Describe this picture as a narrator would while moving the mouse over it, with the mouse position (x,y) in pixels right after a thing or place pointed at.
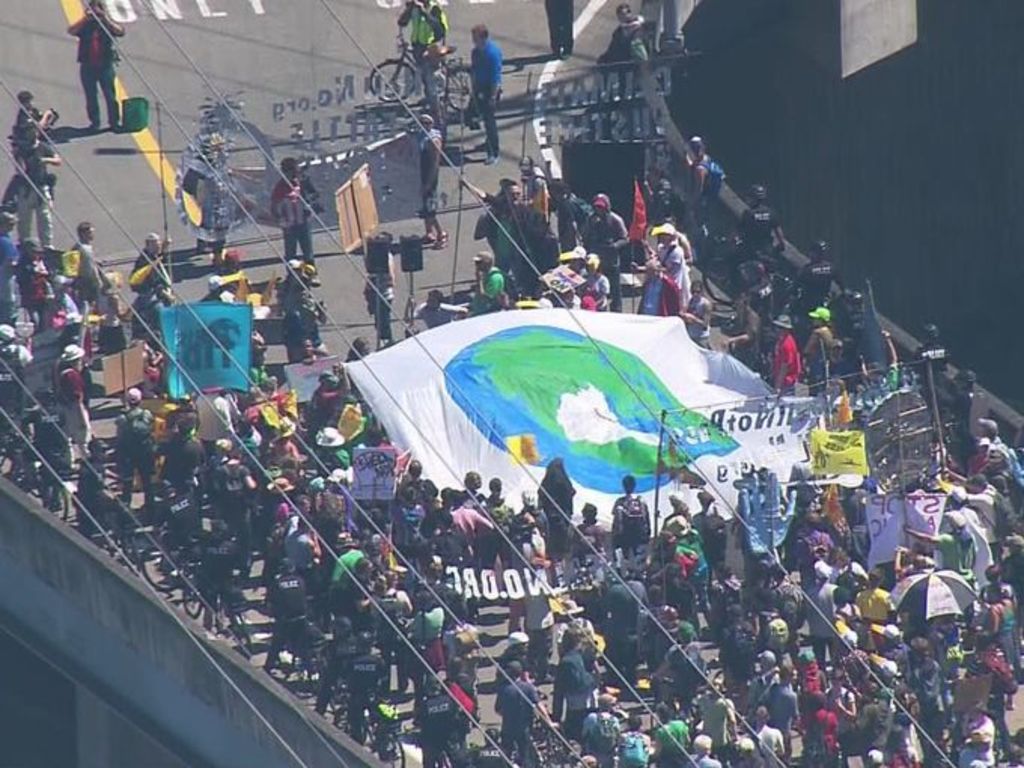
In this image I can see group of people (436,547) are standing on the road (470,279) among them some are holding some objects (290,399) in their hands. Here I can see a bicycle (458,86) and other objects (614,95) on the road (240,70). Here I can see a white color cloth (577,442).
